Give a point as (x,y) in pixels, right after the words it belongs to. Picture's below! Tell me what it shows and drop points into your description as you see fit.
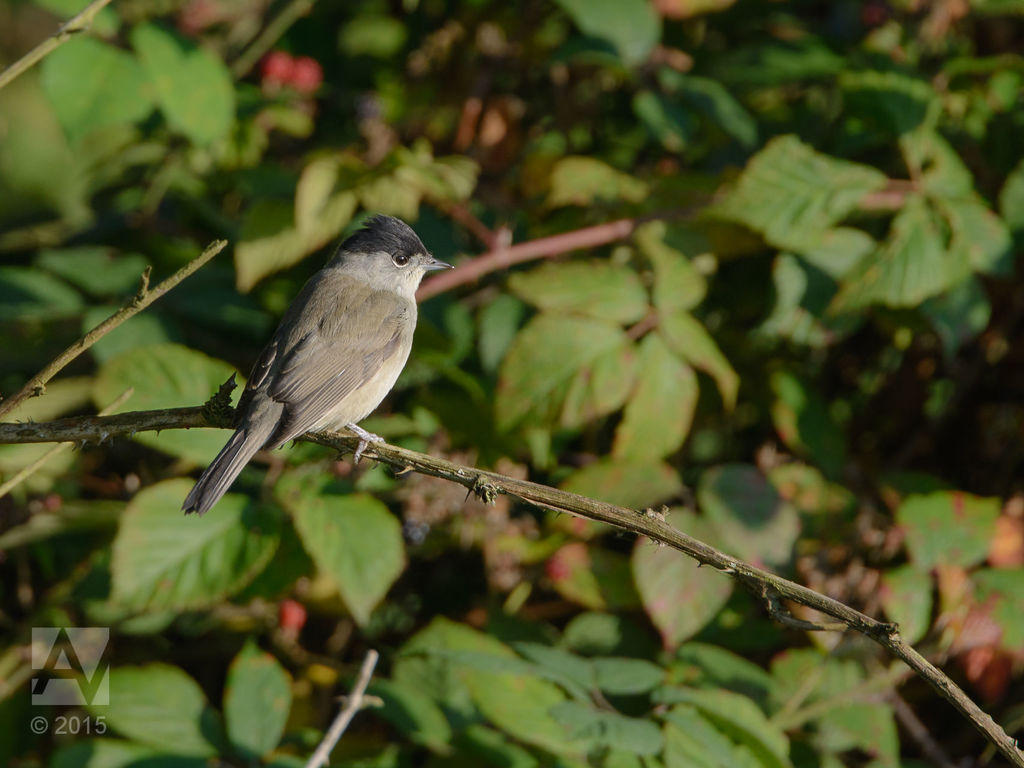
In the image we can see the bird (335,331) sitting on the stem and here we can see the leaves (606,670). The background (568,681) is slightly blurred and on the bottom left (33,628) we can see the watermark (55,687).
